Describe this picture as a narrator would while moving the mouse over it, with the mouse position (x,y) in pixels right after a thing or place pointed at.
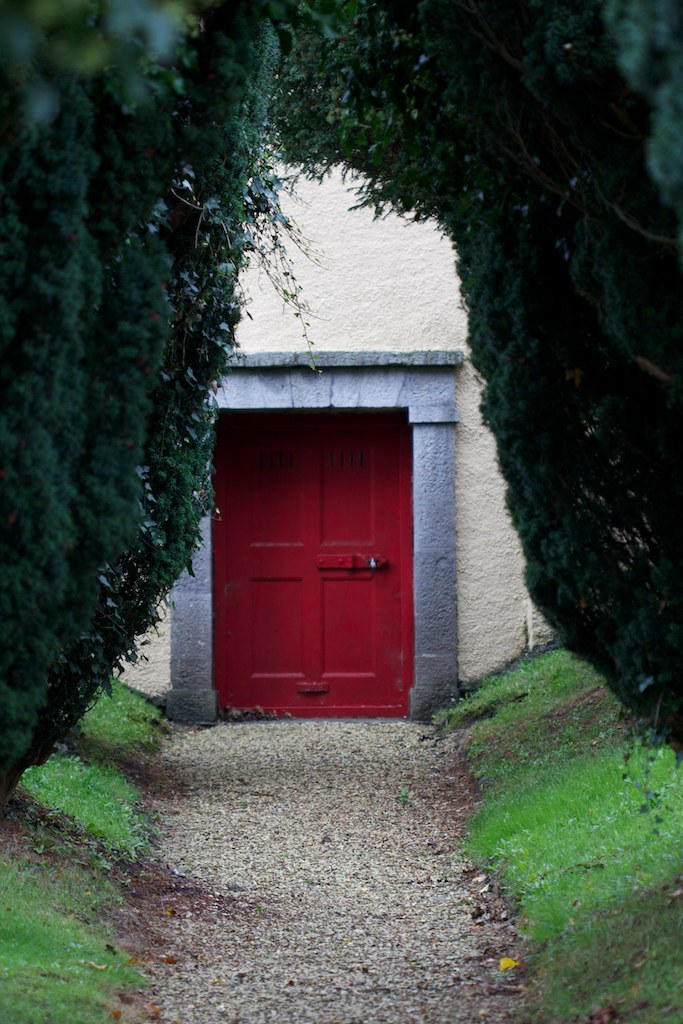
This picture might be taken outside of the city. In this image, in the middle (305,504), we can see a door (367,579) which is in red color. On the right side (594,496) and left side (38,544), we can see some trees (225,251). In the background (424,322), we can see a wall (370,322), at the bottom (661,913), we can see a grass (104,944) and a land (363,943) with some stones (406,888).
